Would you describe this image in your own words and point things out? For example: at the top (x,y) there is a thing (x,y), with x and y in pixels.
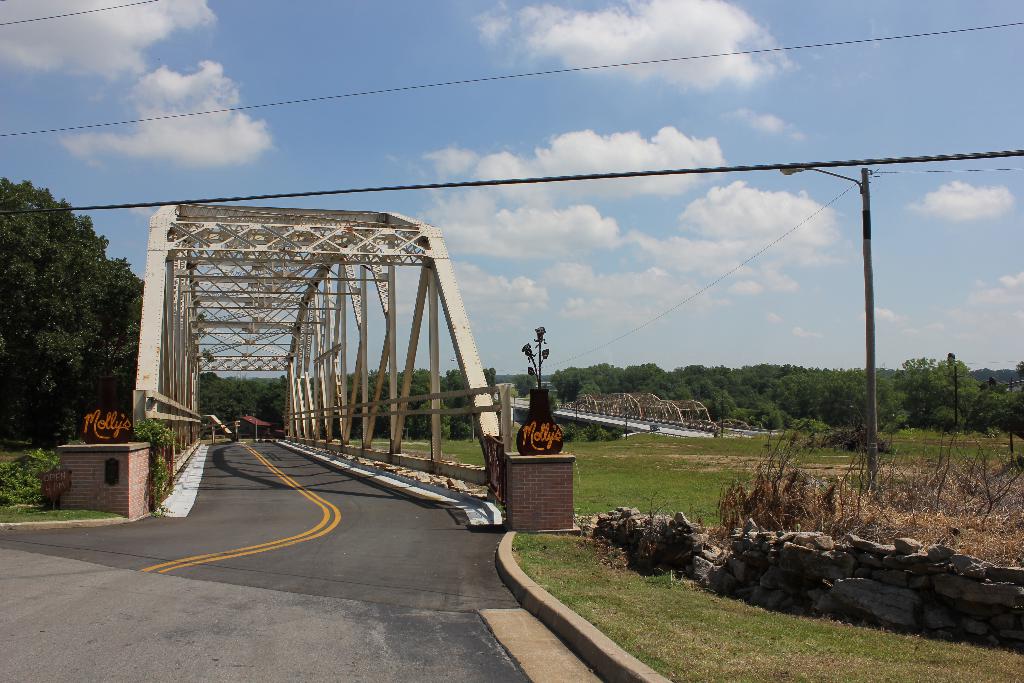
In the picture we can see a road (249,488) on it, we can see a railing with an iron pole roof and beside the road (251,503) we can see a grass surface (693,653) with some part of dried leaves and stones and we can also see some poles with lights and in the background (565,7) we can see full of trees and sky (205,175) with clouds (772,197).
